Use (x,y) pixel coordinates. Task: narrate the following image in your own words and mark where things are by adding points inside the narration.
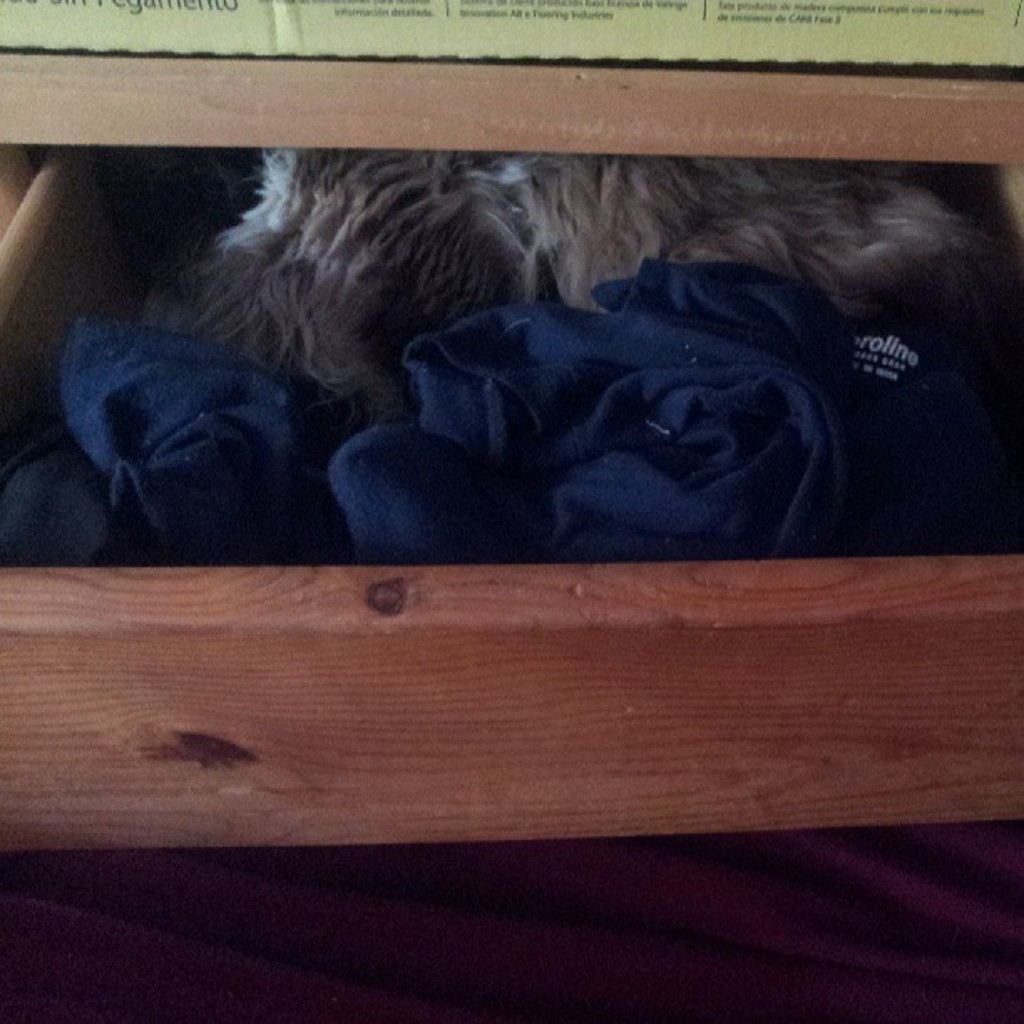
In this picture we can see a drawer (724,658), there are some clothes (393,433) present in the drawer (406,608), we can see some text (353,16) at the top of the picture (209,9).
